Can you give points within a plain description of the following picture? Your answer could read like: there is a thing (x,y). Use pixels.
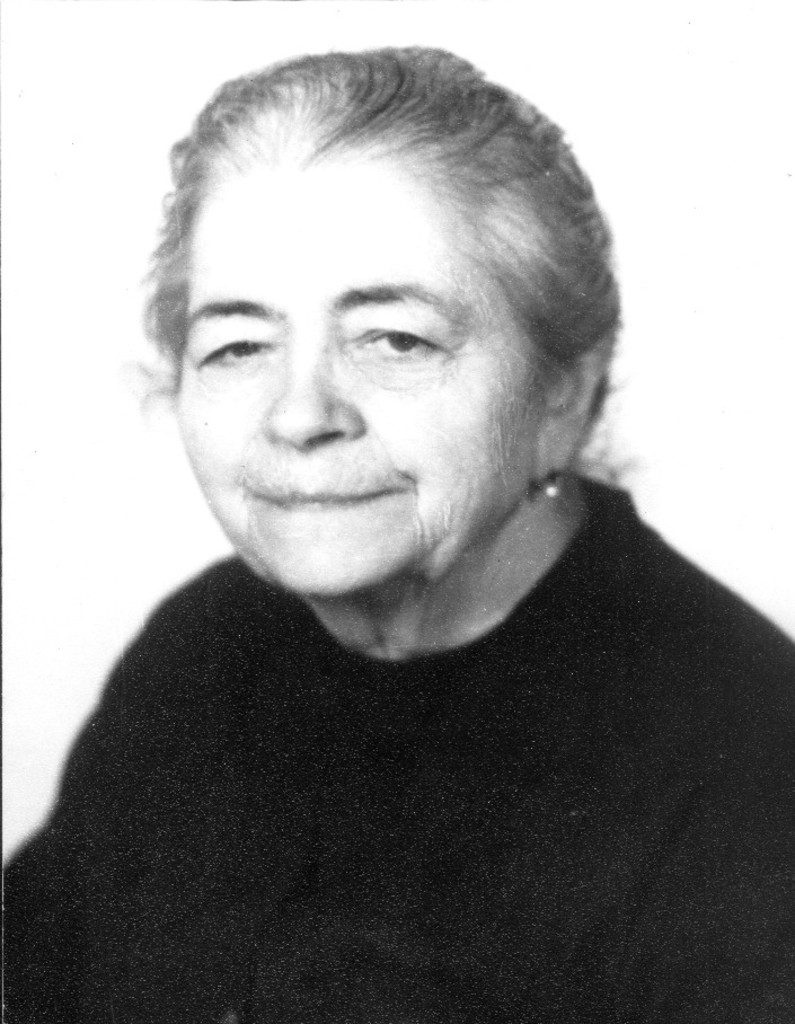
This is a black and white image. Here I can see a woman (442,576) wearing a black dress (537,807) and looking at the picture. The background (651,152) is in white color.
